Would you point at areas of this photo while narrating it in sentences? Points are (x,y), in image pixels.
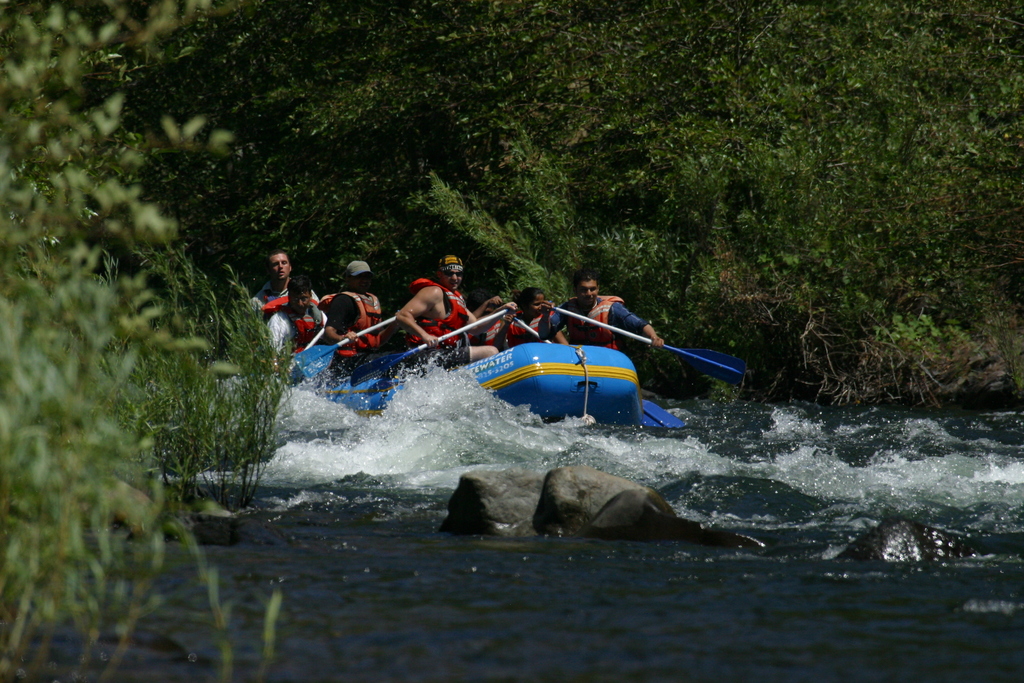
In this picture we can see the trees (873,254). We can see the people (269,304) holding paddles (703,359) in their hands (657,337). We can see the boat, water (774,557) and the stones (955,554).
